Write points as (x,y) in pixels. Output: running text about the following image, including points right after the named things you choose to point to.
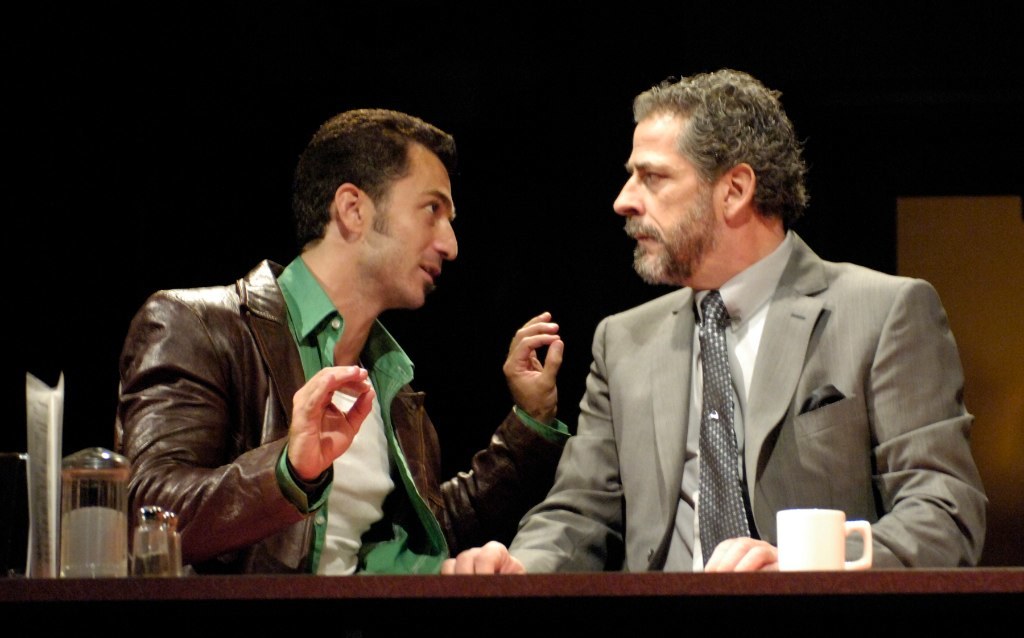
In the foreground of this picture (106,592) we can see a table (597,592) on the top of which a cup (791,553), bottles (159,548) and some objects (47,471) are placed and we can see a man (711,363) wearing a suit (766,393) and seems to be sitting and we can see a person (286,355) wearing jacket (244,504), sitting and seems to be talking. The background of the image (982,242) is dark and we can see an object (986,289) in the background (1002,409).
